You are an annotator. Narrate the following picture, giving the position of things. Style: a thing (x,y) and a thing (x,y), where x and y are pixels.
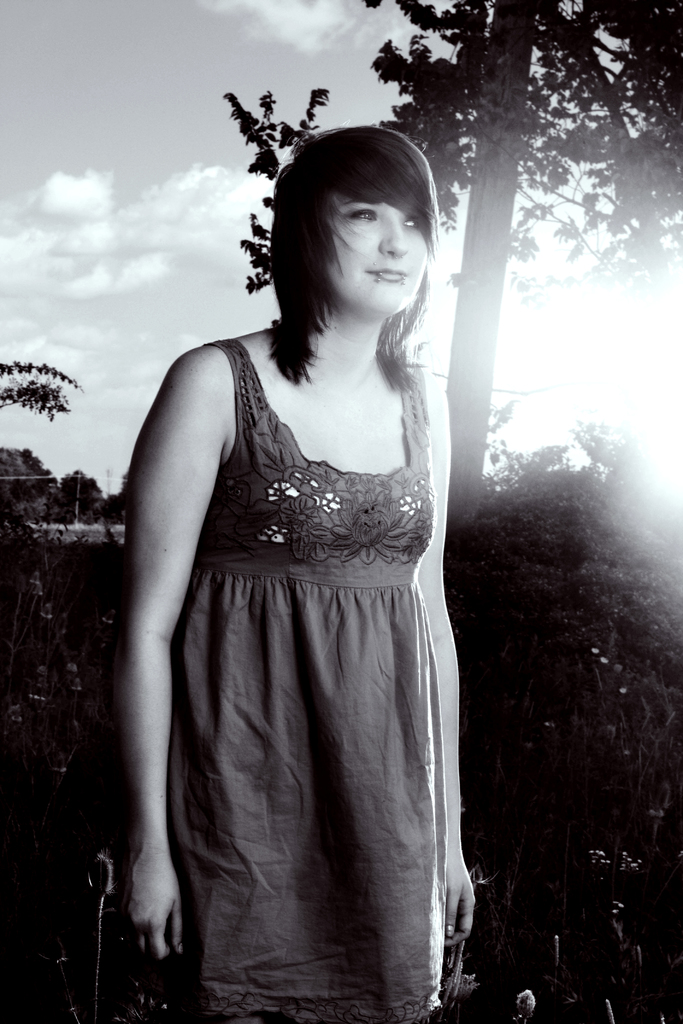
In this picture I can see a woman (276,286) standing in front and behind her I can see few plants (657,576) and trees (644,37). In the background (378,94) I can see the sky (378,94).
